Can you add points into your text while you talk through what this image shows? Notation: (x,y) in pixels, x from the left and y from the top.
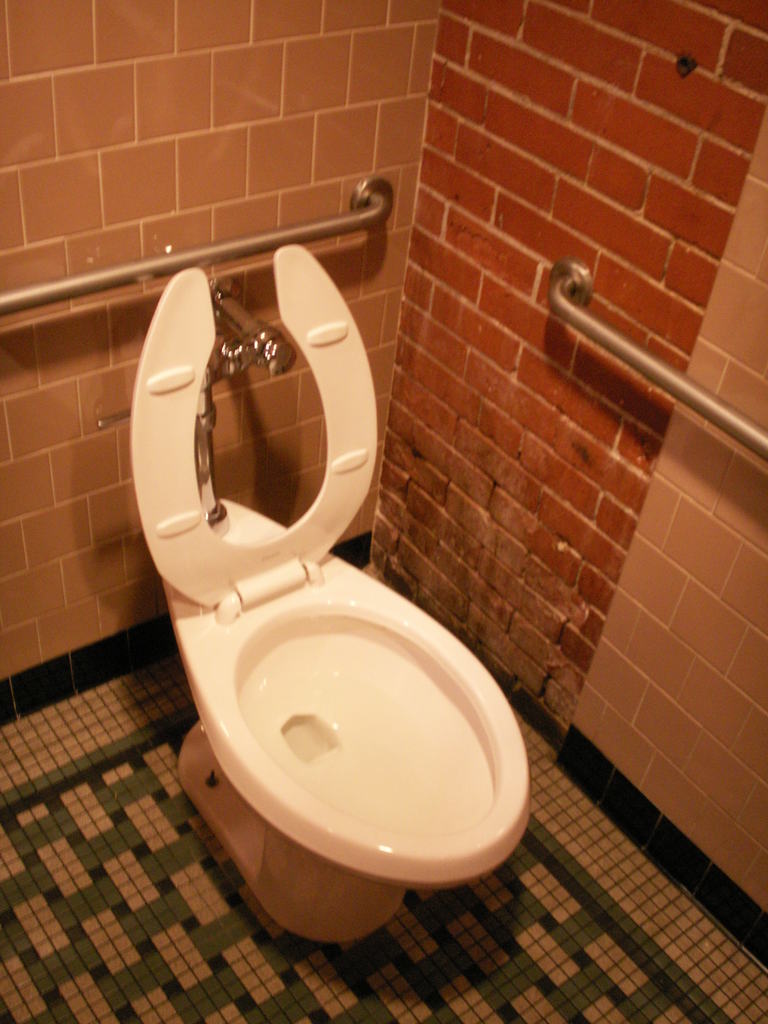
In this image there is a toilet seat (347,761) on the floor (331,966). Few metal rods (52,291) and a tap (236,357) are attached to the wall (432,256).
